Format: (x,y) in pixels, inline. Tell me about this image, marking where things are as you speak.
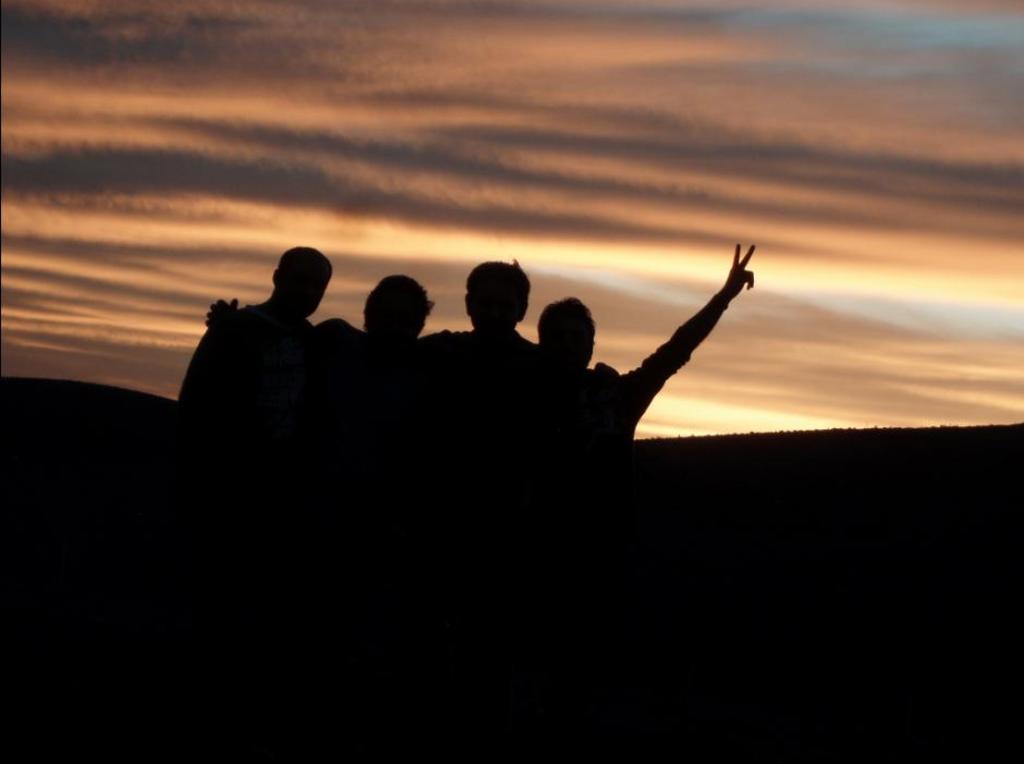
In the image there are few people (419,384) standing. Behind them there are hills (3,466). At the top of the image (264,158) there is sky (586,150) with clouds (857,271).
